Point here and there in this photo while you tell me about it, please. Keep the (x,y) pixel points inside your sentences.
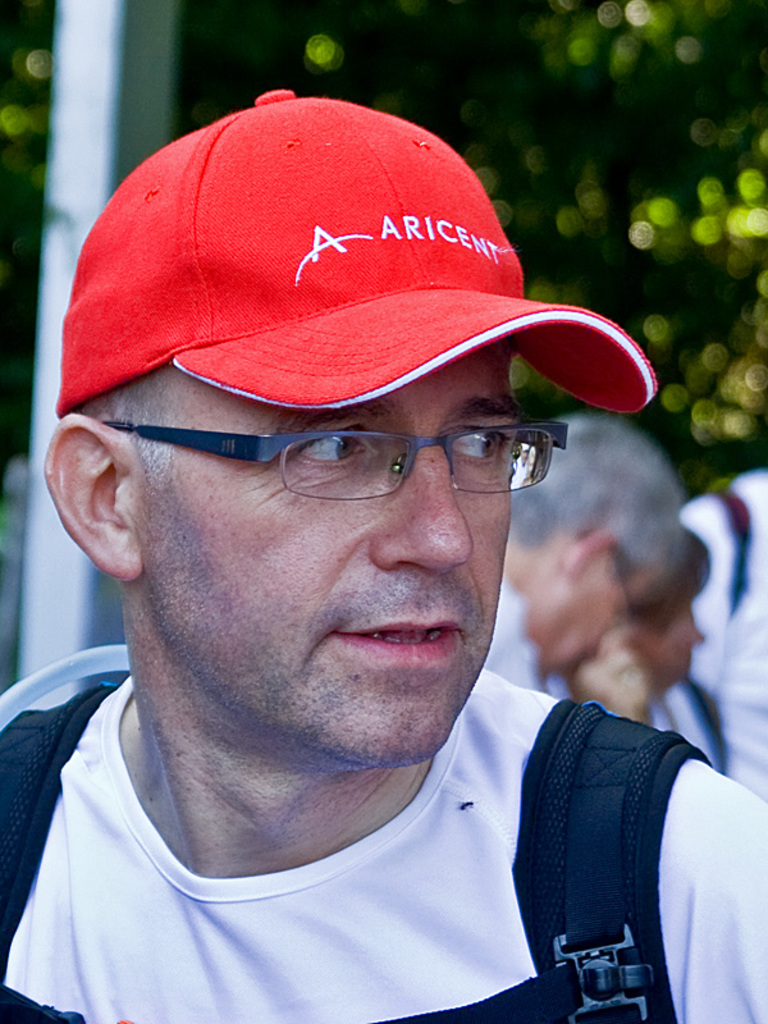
In the middle of this image (469,656), there is a person (327,820) in a white color T-shirt (406,885) and wearing a red color cap (332,208). In the background (657,559), there are other persons (727,543). And the background is blurred.
